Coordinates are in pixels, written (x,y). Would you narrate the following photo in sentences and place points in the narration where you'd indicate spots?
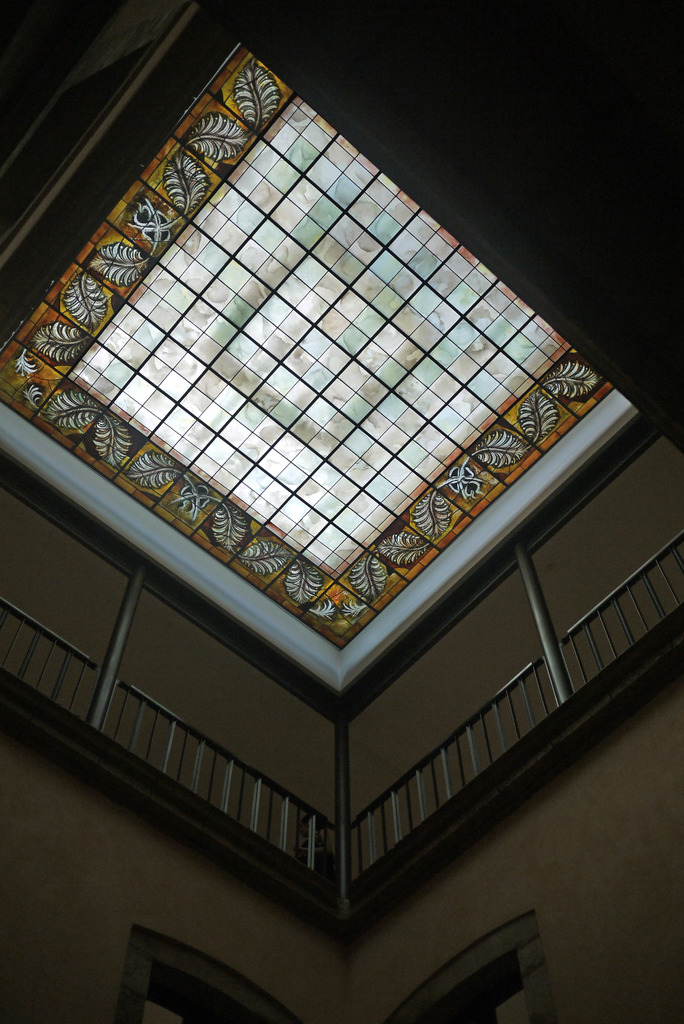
It is a inside picture of a building (342,683). In this image there are railings (577,652). There is a wall (549,865) and at the top of the image (333,209) there is a glass (355,417).
